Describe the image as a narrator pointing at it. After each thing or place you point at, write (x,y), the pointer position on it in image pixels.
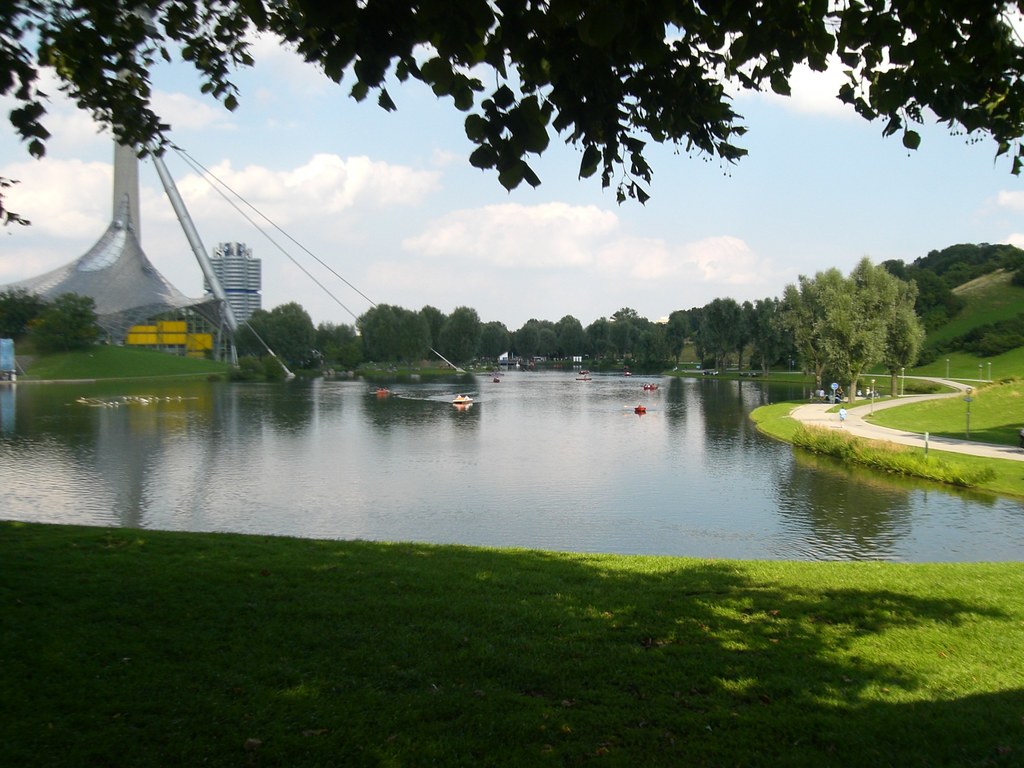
In this picture I can see there is a lake (1010,551), there is a walkway (894,403) and there is grass (875,421). There are few trees (573,341) and there are two buildings (244,268) at left side (124,284) and the sky (509,201) is cloudy.
